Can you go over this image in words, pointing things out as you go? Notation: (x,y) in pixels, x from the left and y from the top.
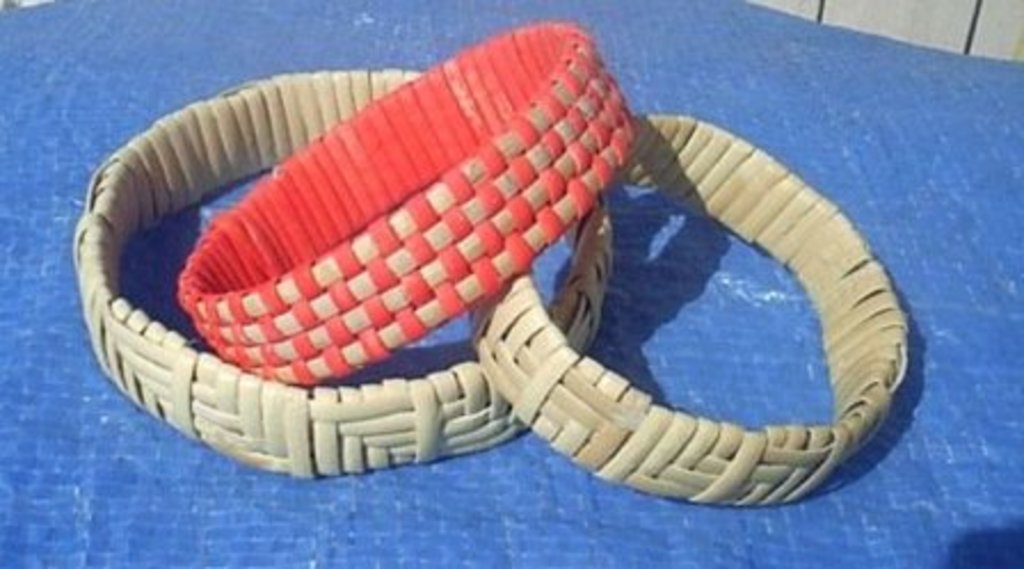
In this picture, it seems to be there are hand bracelets (462,236) in the image.
